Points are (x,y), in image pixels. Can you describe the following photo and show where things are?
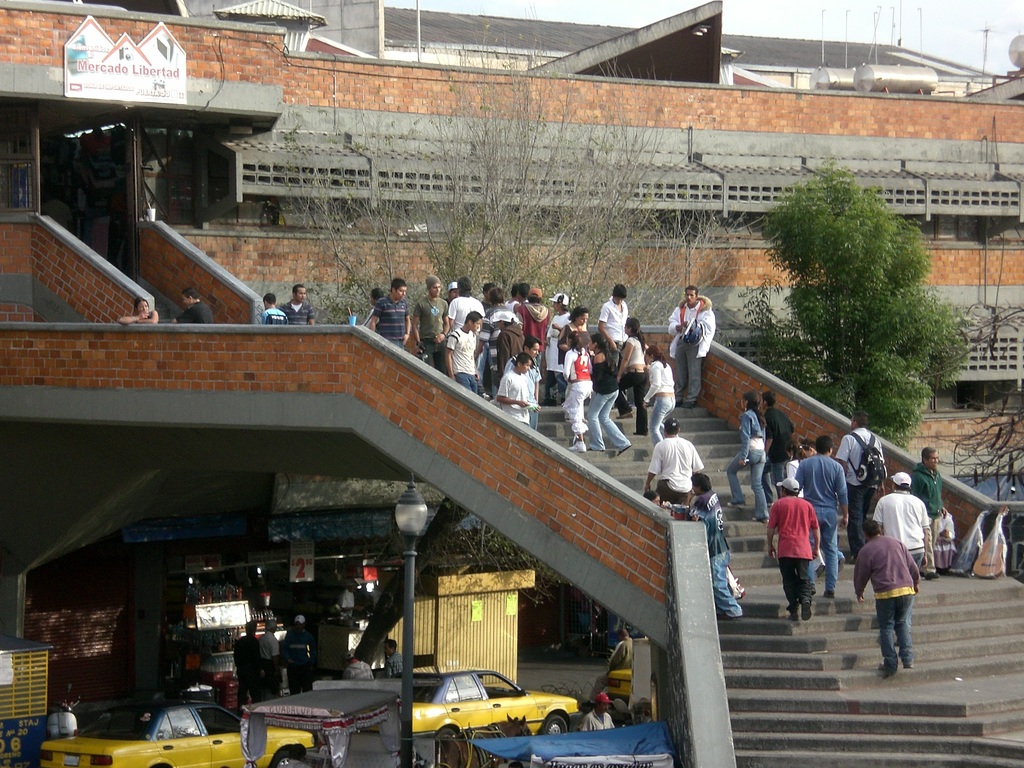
In this picture we can see one bridge (93,315) it has some steps (966,672), so many people (772,499) are on the staircase (736,515), down some vehicles (309,705) are moving on the road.
